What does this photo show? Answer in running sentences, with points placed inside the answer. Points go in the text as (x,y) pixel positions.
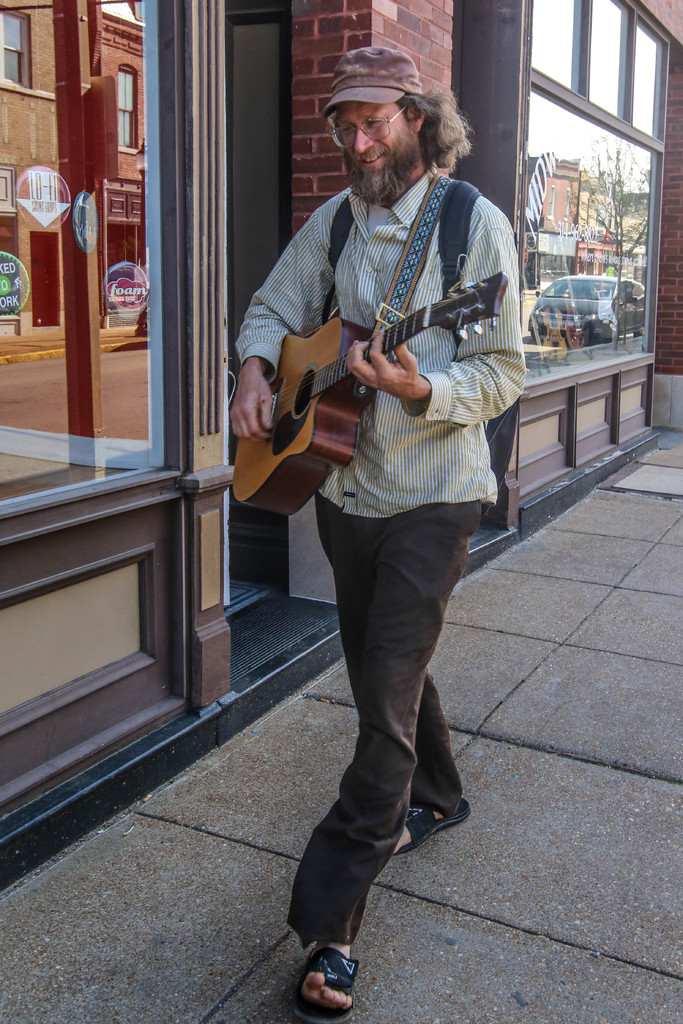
Here we can see a man (275,296) walking and playing a guitar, he is wearing a cap (364,77) and beside him we can see a building (214,242) and on the glass (586,275) we can see a car (604,275).
